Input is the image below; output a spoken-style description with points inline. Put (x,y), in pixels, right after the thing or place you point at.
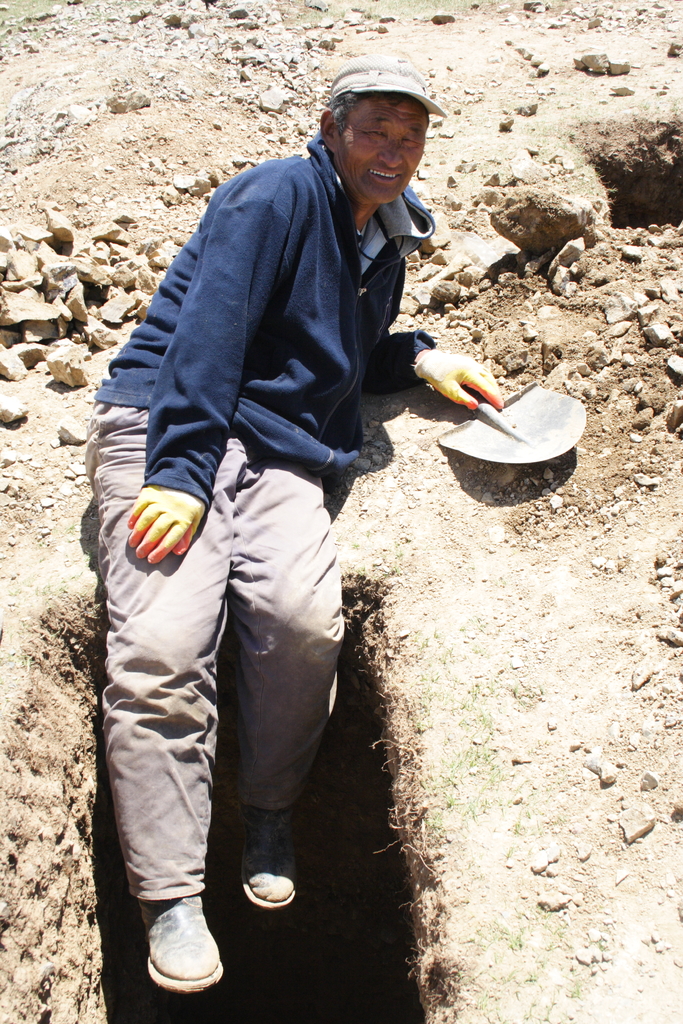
In the image we can see there is a man (289,614) sitting on the ground (463,671) and he holding shovel (553,425). He is wearing hand gloves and there are stones (500,228) and mud (78,213) on the ground (530,12).
